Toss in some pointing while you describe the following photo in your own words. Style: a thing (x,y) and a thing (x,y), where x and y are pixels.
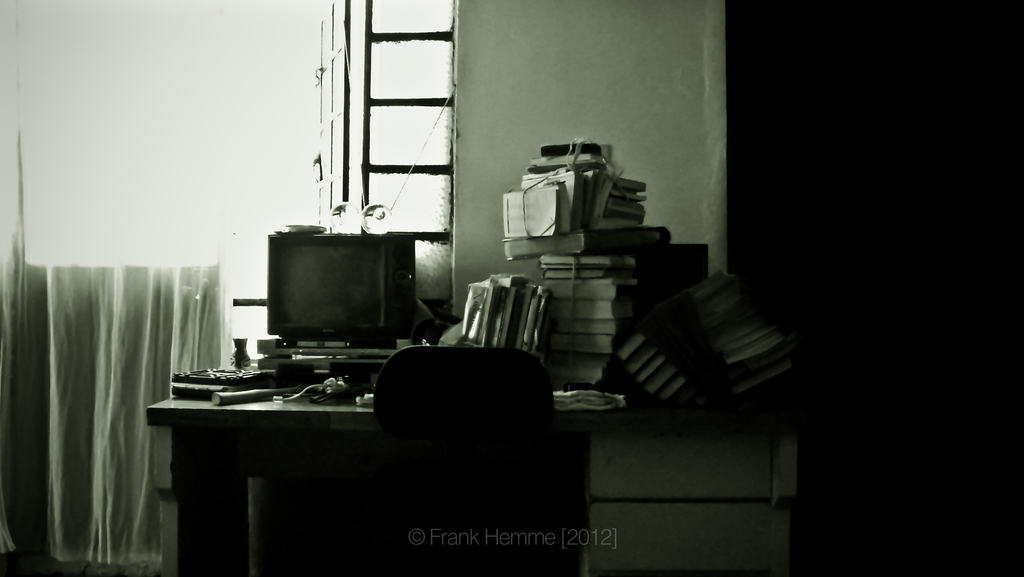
In this picture I can see electronic device (349,295) on the table (341,431). I can see a number of books (543,326) on the table (414,445). I can see sitting chair (445,418). I can see windows (325,201). I can see the curtain (123,347) on the left side (108,359).
